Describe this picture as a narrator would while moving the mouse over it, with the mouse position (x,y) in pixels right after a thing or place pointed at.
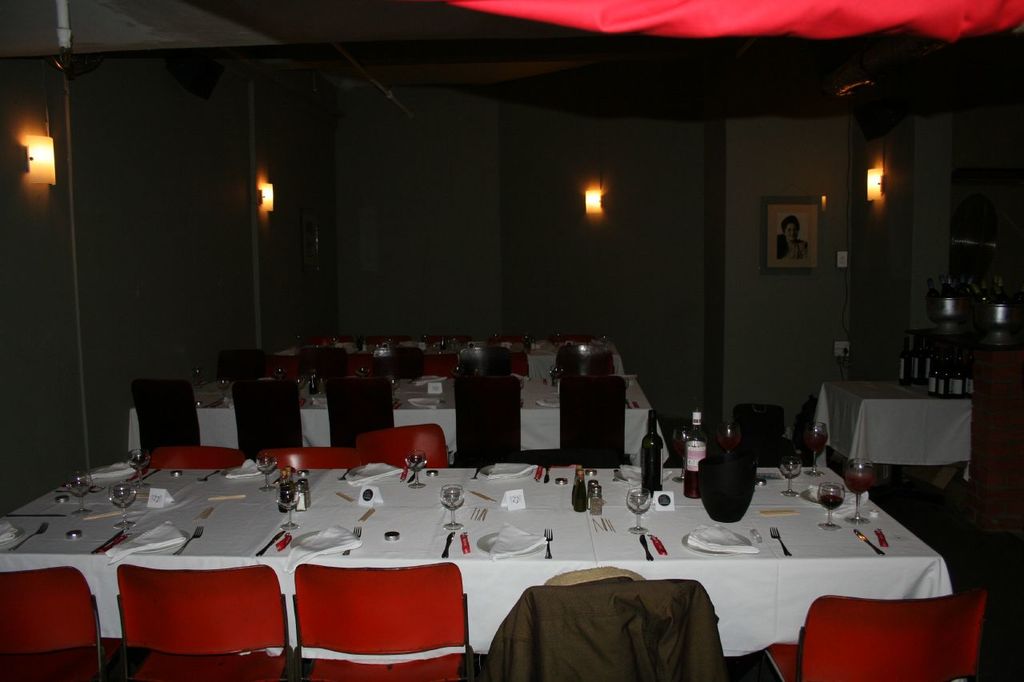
In this image, we can see some tables (474,540) covered with a cloth (594,533) and some objects (375,503) like glasses (286,520) and spoons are placed on it. We can also see some chairs (870,608). We can see some glasses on the right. We can also see the wall (686,244) with some lights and a photo frame (768,216). We can also see the roof (410,6). We can also see some object (472,0) at the top right corner (899,12).
